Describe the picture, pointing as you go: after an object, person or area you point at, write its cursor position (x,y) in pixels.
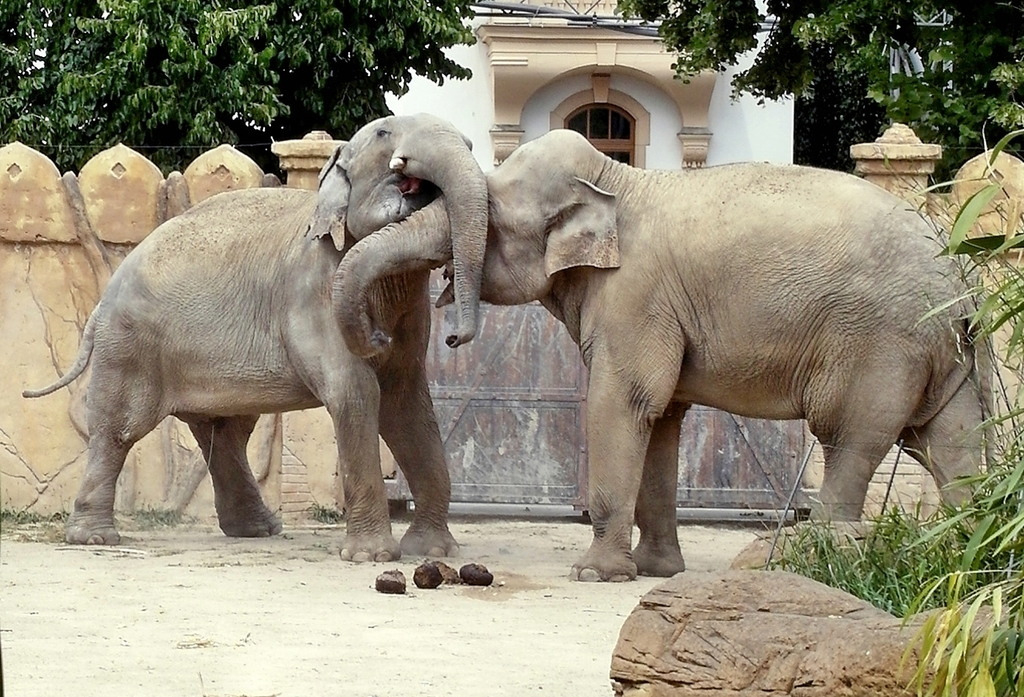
In this picture we can see two elephants (517,192), grass (959,696), gate (561,490), and a wall (41,265). In the background (49,118) there are trees (946,161) and a building (656,159).
